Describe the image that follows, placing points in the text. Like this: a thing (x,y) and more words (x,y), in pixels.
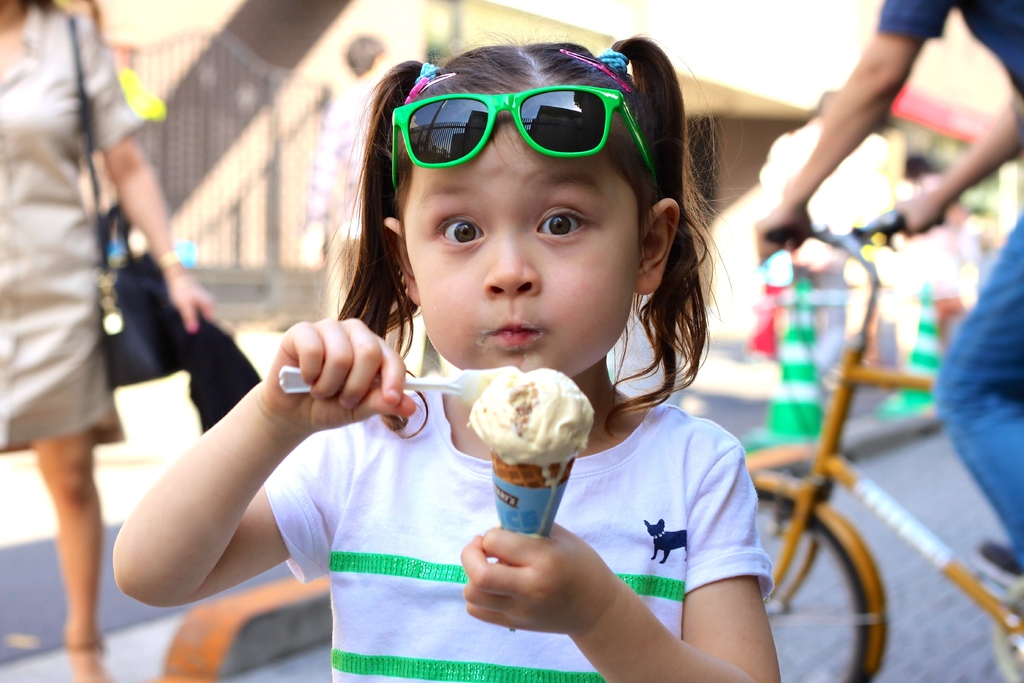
In this image I can see a girl (500,544) wearing white and green colored dress (401,549) is holding an ice cream (505,513) and a spoon (477,389). I can see the blurry background (28,135) in which I can see few person's (139,155), a person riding a bicycle (887,490), few buildings (860,150) and the sky (685,28).
